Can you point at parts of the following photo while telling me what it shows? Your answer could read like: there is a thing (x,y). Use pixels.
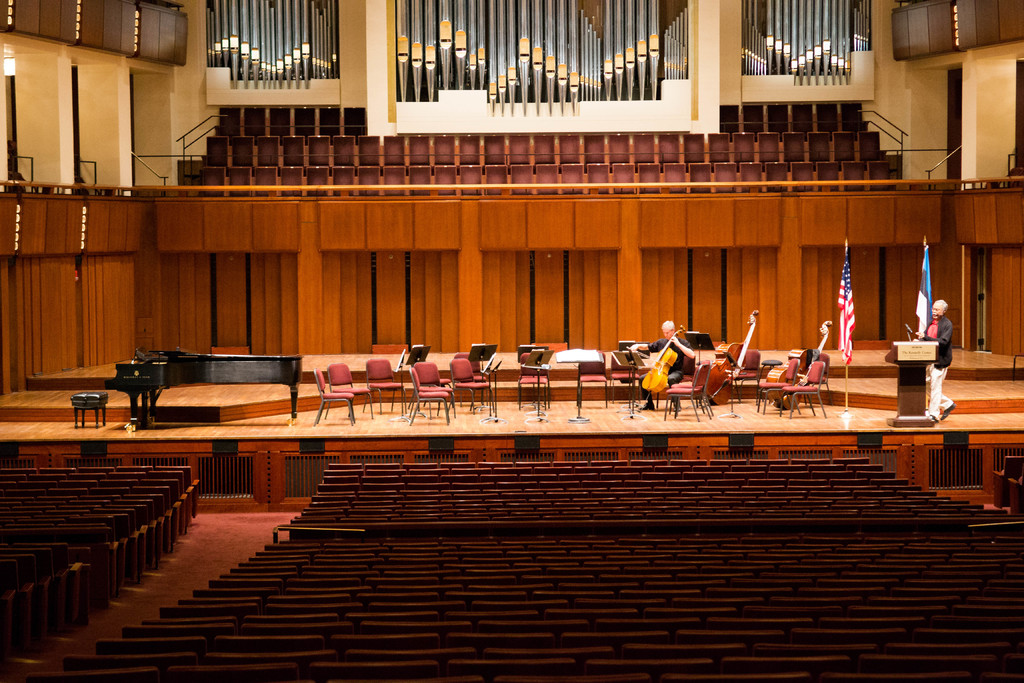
This image is clicked in a concert hall (348,345). In the front (652,369). there is a dais (255,396) on which many chairs (590,376), piano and a podium (911,371) are there. There are two persons (682,368) in this image. In the middle (658,345), the man (671,340) is wearing black dress (660,346) and playing cello (655,375). To the right (936,324), the man (926,335) is standing near the podium (906,355).
